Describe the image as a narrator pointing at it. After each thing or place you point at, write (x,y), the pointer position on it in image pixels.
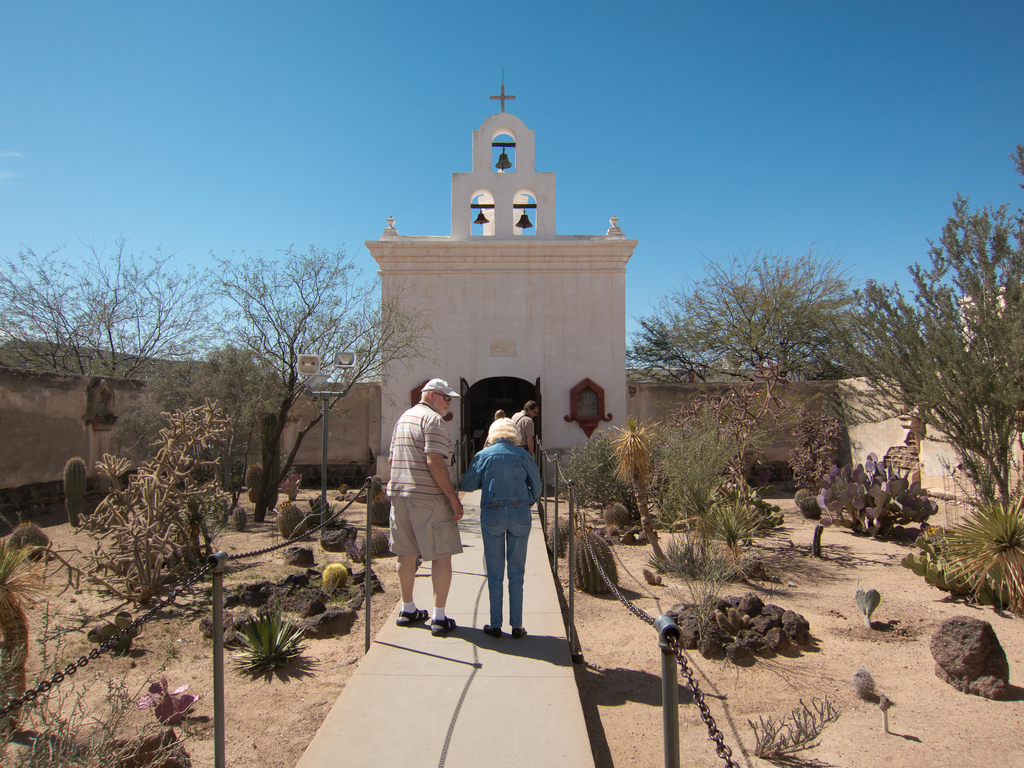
In this image there are a few people (492,524) walking on the pavement (479,532), beside the pavement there are trees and rocks (744,632), in the background of the image (575,375) there is a wall (489,163) with a cross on it.
